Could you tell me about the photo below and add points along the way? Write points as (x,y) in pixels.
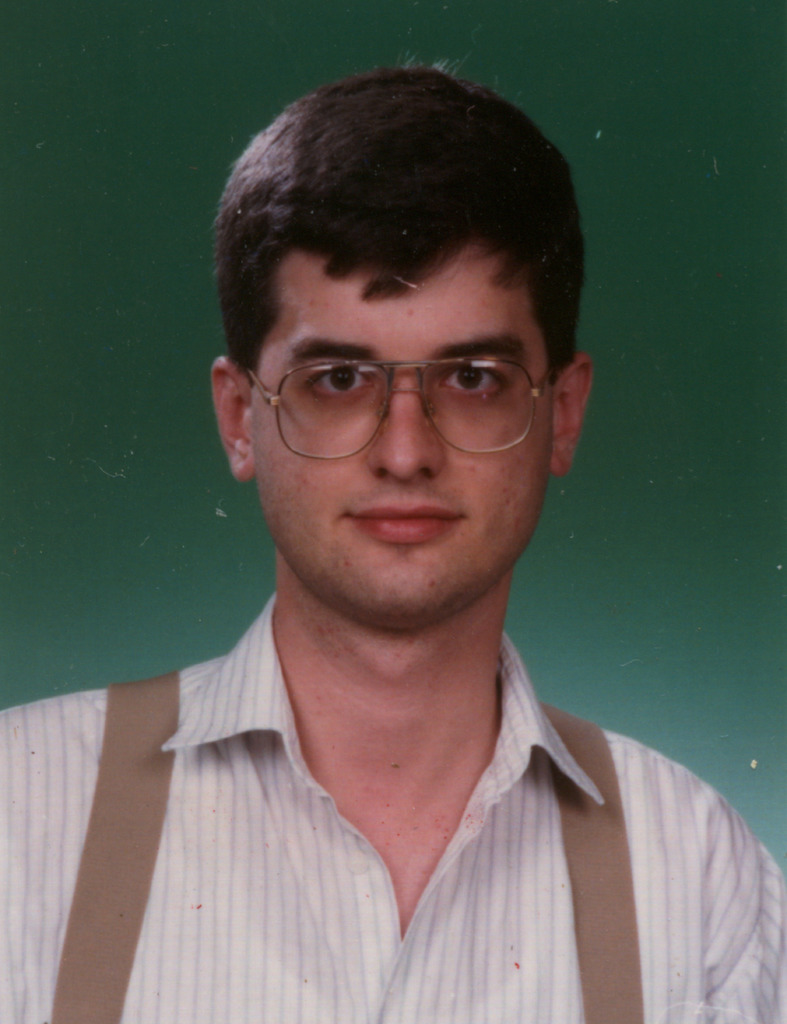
In this image, we can see there is a person (401,965) in a shirt (401,965), wearing a spectacle (439,414), smiling and watching something. And the background (655,38) is green in color.
